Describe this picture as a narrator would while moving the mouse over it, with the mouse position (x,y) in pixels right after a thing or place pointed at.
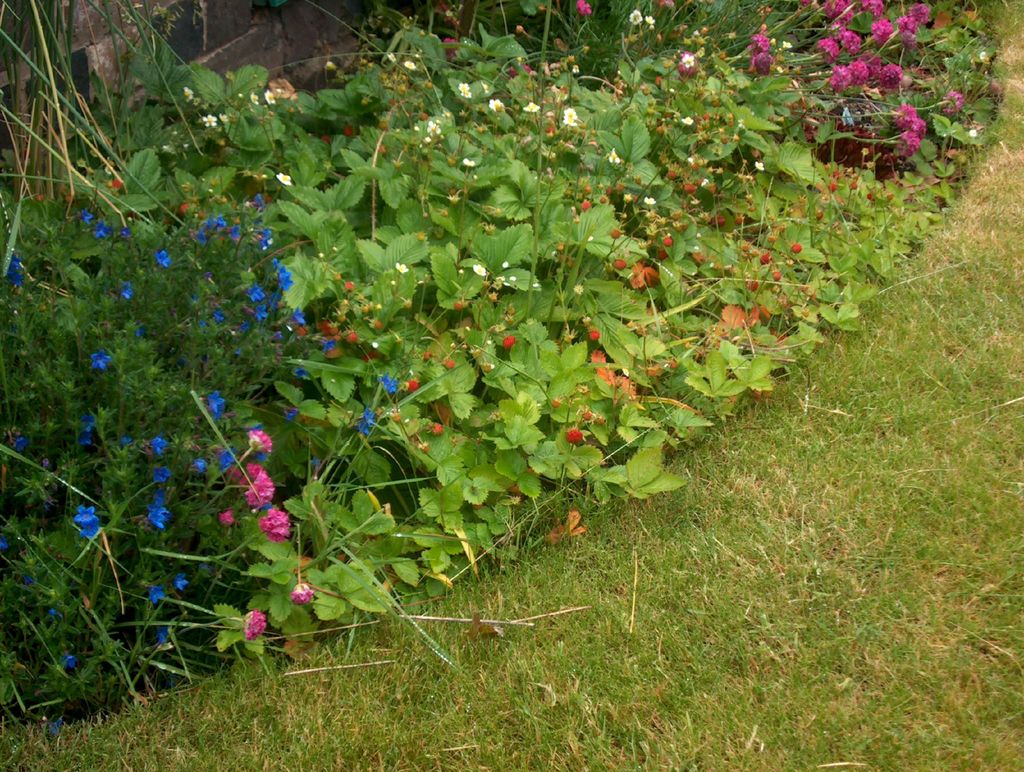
In the center of the image (574,373) we can see the grass (862,490), plants (222,368), flower (260,428) and a few other objects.
